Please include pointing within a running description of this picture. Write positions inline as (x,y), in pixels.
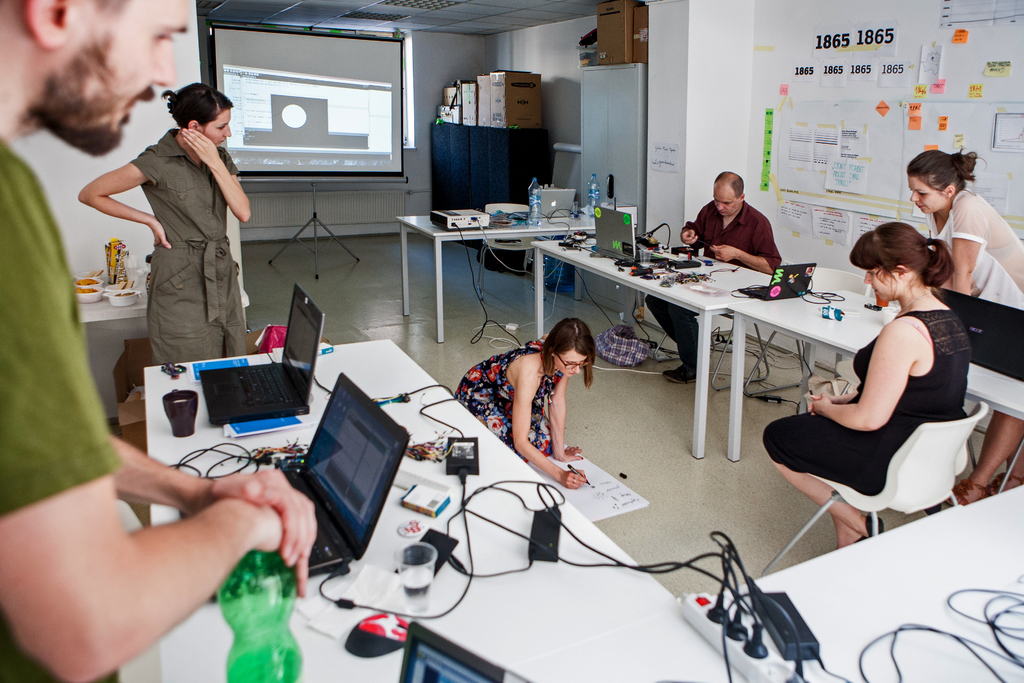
On the left (242,507) we can see one man (215,553) standing and holding water bottle (287,600). In front (352,481) there is a table (544,569), on table (379,532) we can see laptop (363,490), glass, wire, mouse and paper (370,569). In the center (527,450) there is a woman (520,406) sitting on the floor (636,516) and holding pen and the other woman (878,456) sitting on the chair (972,430). In the background (304,109) there is a board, window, table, pillar (709,116), wall (773,27), charts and few persons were standing.
